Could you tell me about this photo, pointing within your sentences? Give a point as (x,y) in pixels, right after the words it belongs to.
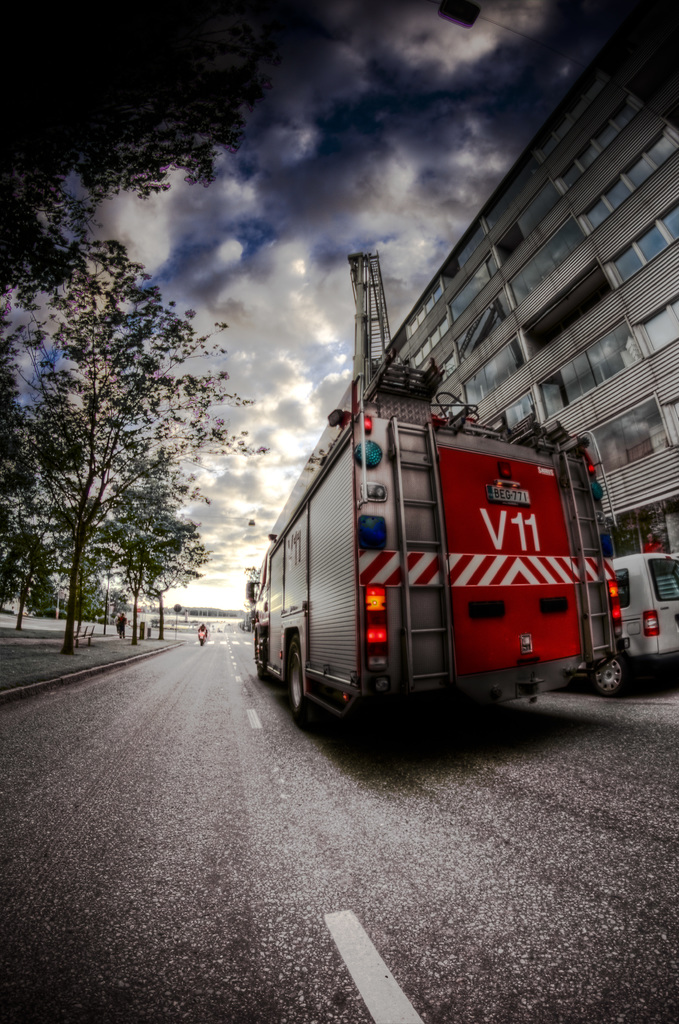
In this picture we can see some vehicles (289,670) on the road (266,839) and on the left side of the vehicles (257,584) there are trees (28,586) and on the right side of the vehicles (413,596) there is a building (546,309) and a cloudy sky (292,305).
